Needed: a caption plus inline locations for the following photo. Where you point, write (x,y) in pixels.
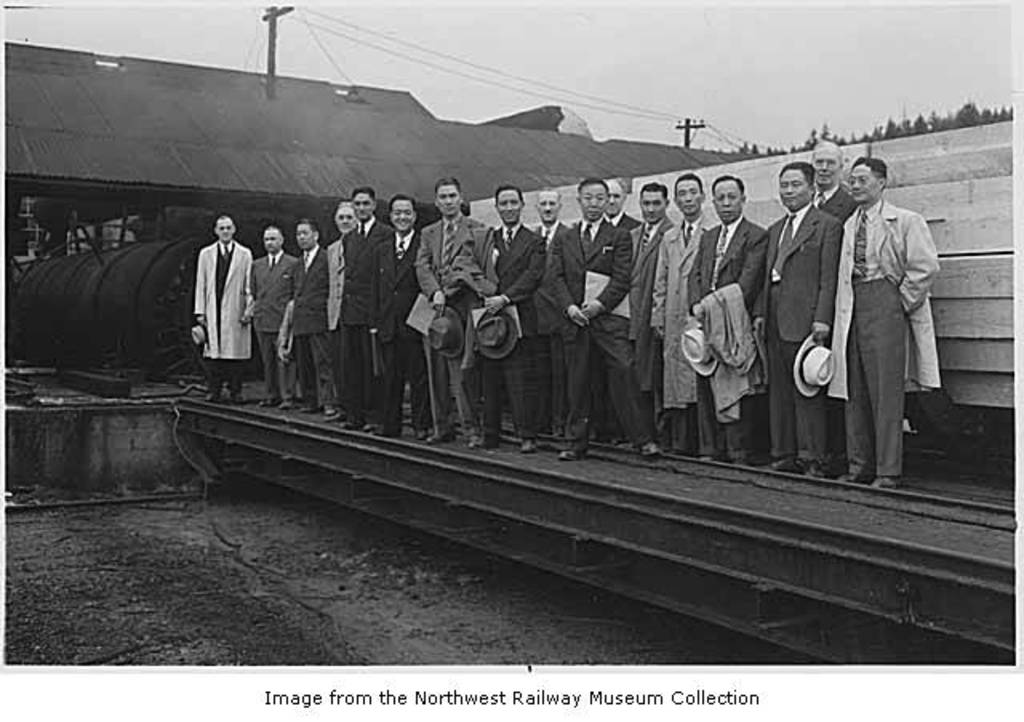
This is a black and white image. There are people (883,441) standing. In the background of the image (141,356) there is train engine (154,355). There is a shed (218,174). There are trees (917,121). There are electric poles (272,29).
